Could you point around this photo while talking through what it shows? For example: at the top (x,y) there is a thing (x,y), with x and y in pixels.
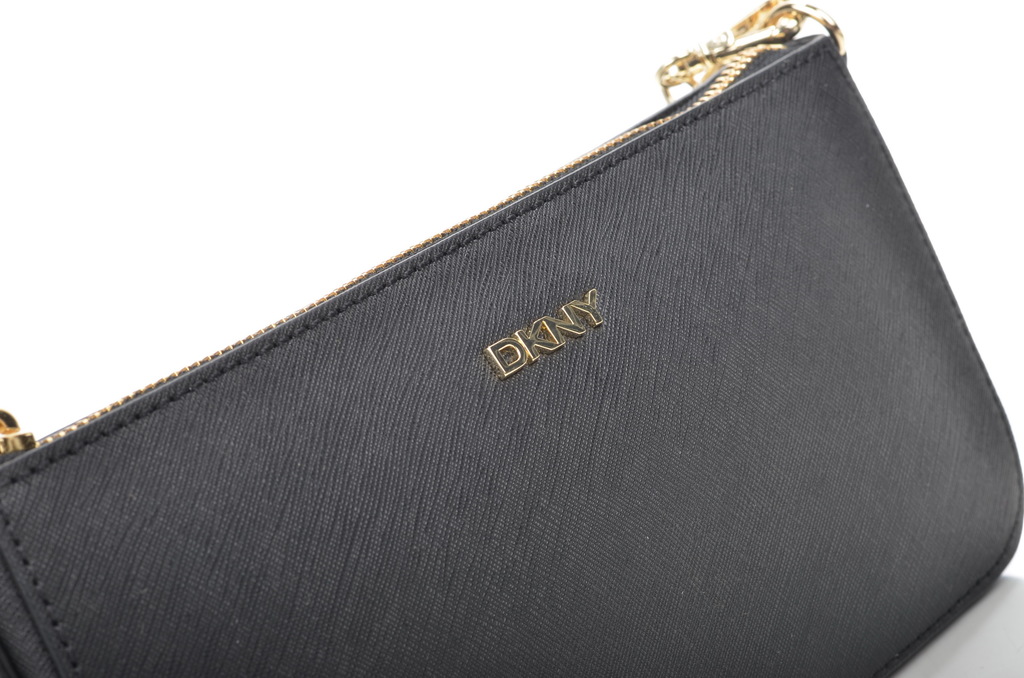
In the picture there is a black color bag (643,294) with a golden color zip (739,53) the brand name (509,367) written on the bag (640,278) is "DKNY" in the background (336,134) there is a white color wall (338,116).
